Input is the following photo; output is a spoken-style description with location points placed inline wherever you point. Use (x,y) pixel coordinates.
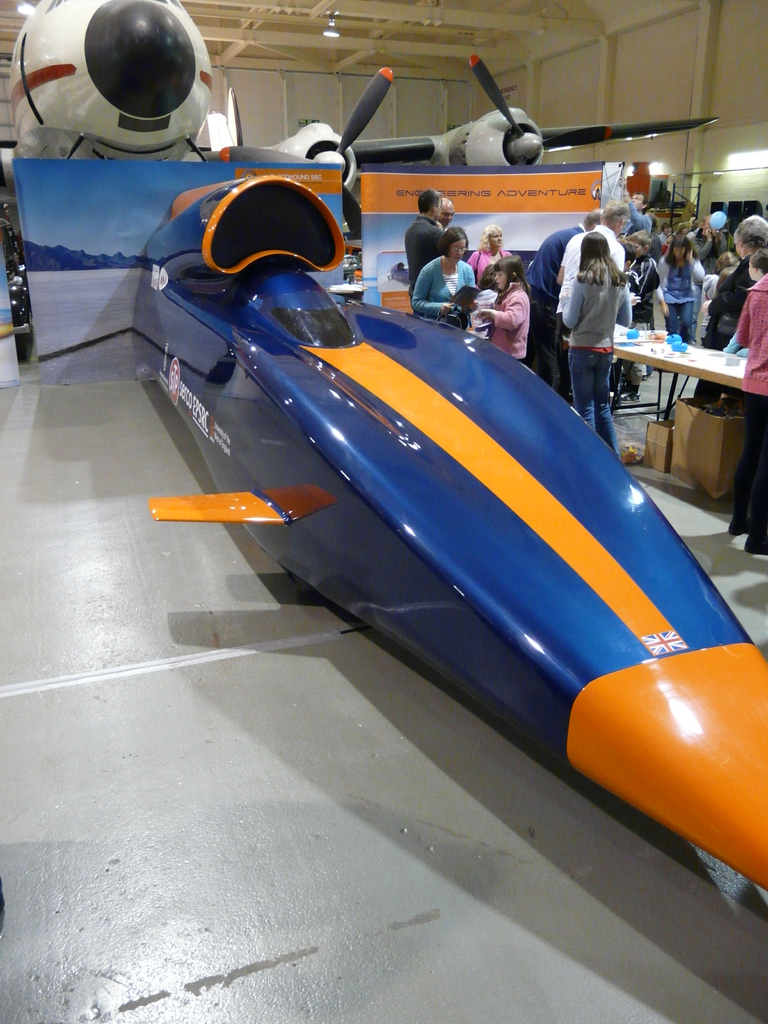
In the background of this picture (68,156) there is an aircraft (104,84) and there is a blue color car (472,572) on the front side of the image (554,464). We also see people (464,253) at the right side of the image (607,250).
